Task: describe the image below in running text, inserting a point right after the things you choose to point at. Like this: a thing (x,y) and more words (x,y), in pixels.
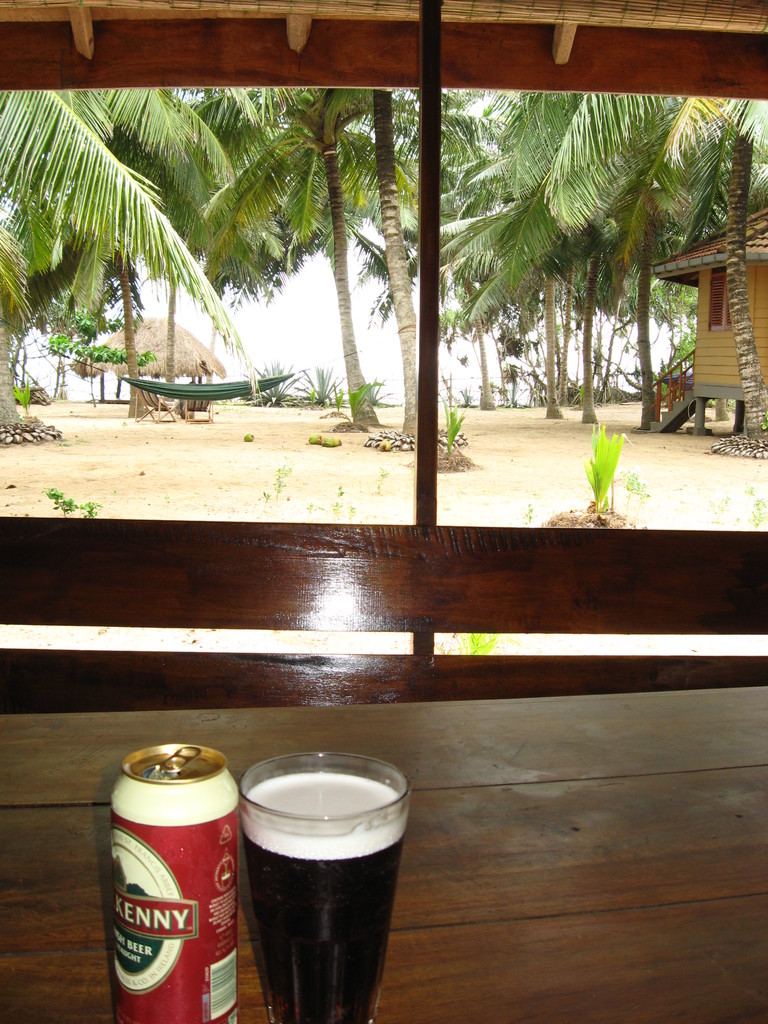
In this image we can see a beer can (180,924), a glass of drink (332,891), on a wooden surface (576,848), also we can see a wooden roof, there are some plants (273,388), trees (221,331), hanging swing (258,389), hut (177,360), house (707,354), staircase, also we can see the sky (333,350).
